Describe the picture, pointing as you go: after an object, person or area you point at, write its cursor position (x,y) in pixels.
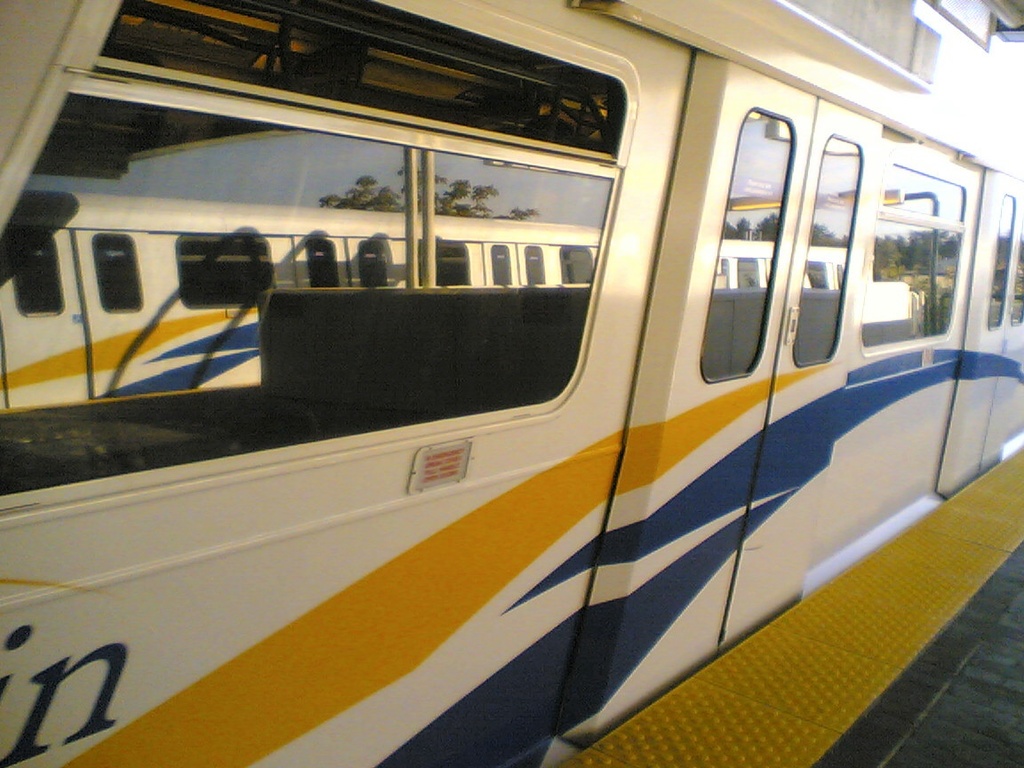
In this image I can see the platform (860,675) which is yellow and black in color and a train (458,394) which is black, yellow, blue and cream in color. I can see few windows (308,243) of the train (224,261) and on them I can see the reflection (179,291) of few trees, another train (130,254) and the sky (325,174).
